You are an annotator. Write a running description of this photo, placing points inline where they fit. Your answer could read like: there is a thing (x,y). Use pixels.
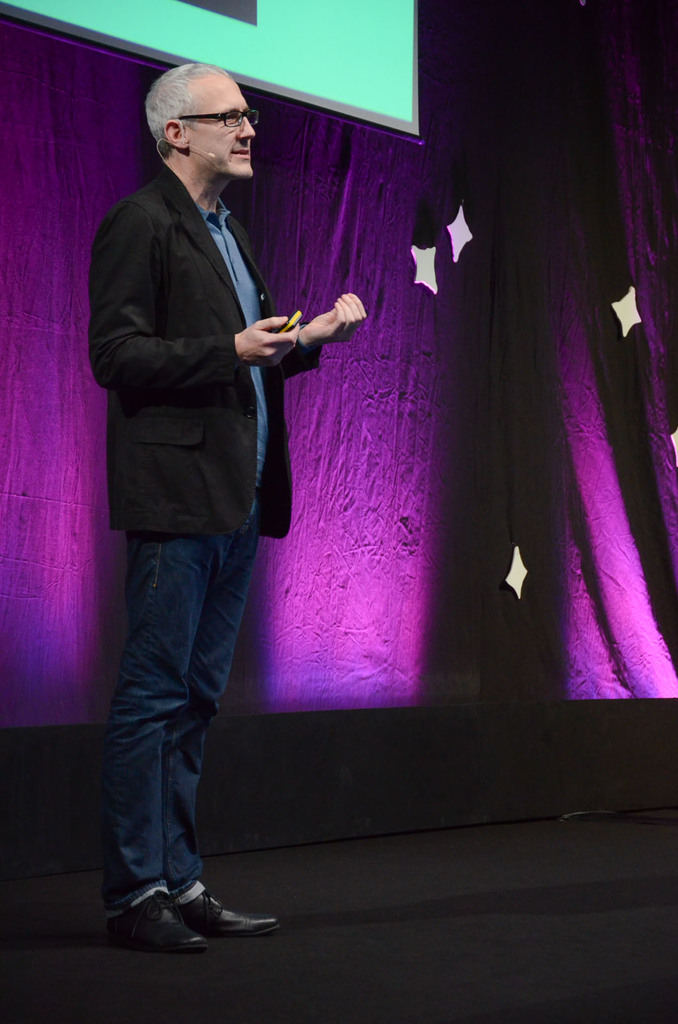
In the picture I can see a person (223,308) wearing suit (231,304) standing and in the background (412,344) there is projector screen (267,7), sheet (453,339).
